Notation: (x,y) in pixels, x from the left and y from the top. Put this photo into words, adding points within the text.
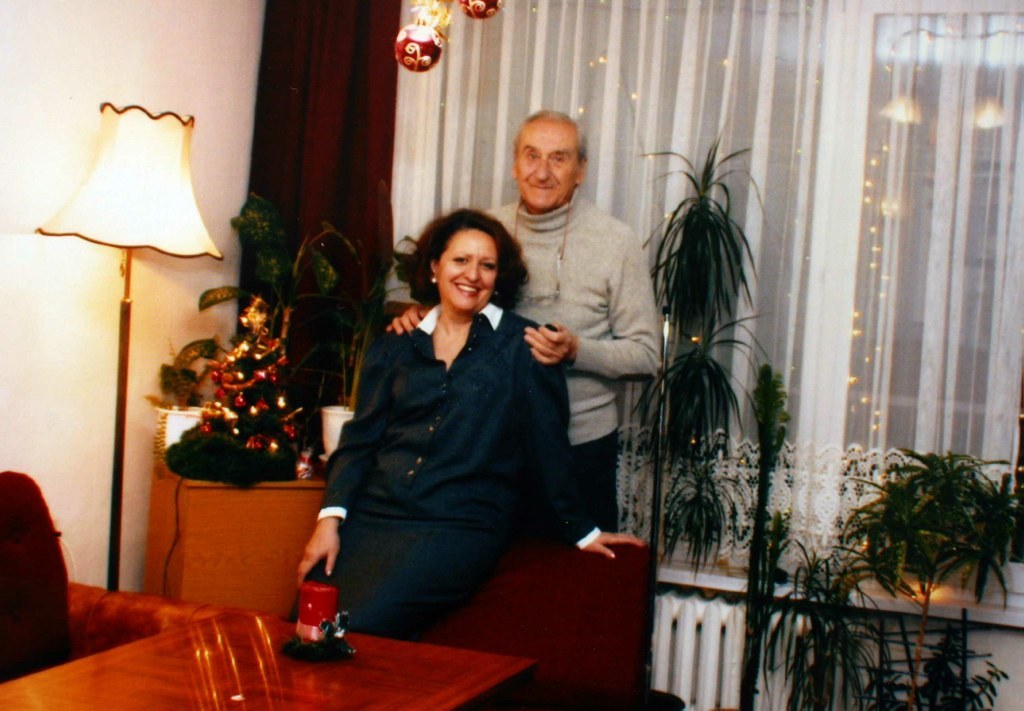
In this image there are two persons (477,312) a lady person (466,441) sitting on the sofa (584,552) and a male (544,350) standing behind her and at the background of the image (597,75) there is a white color curtain (758,122), wall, plants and a lamp (121,224).
